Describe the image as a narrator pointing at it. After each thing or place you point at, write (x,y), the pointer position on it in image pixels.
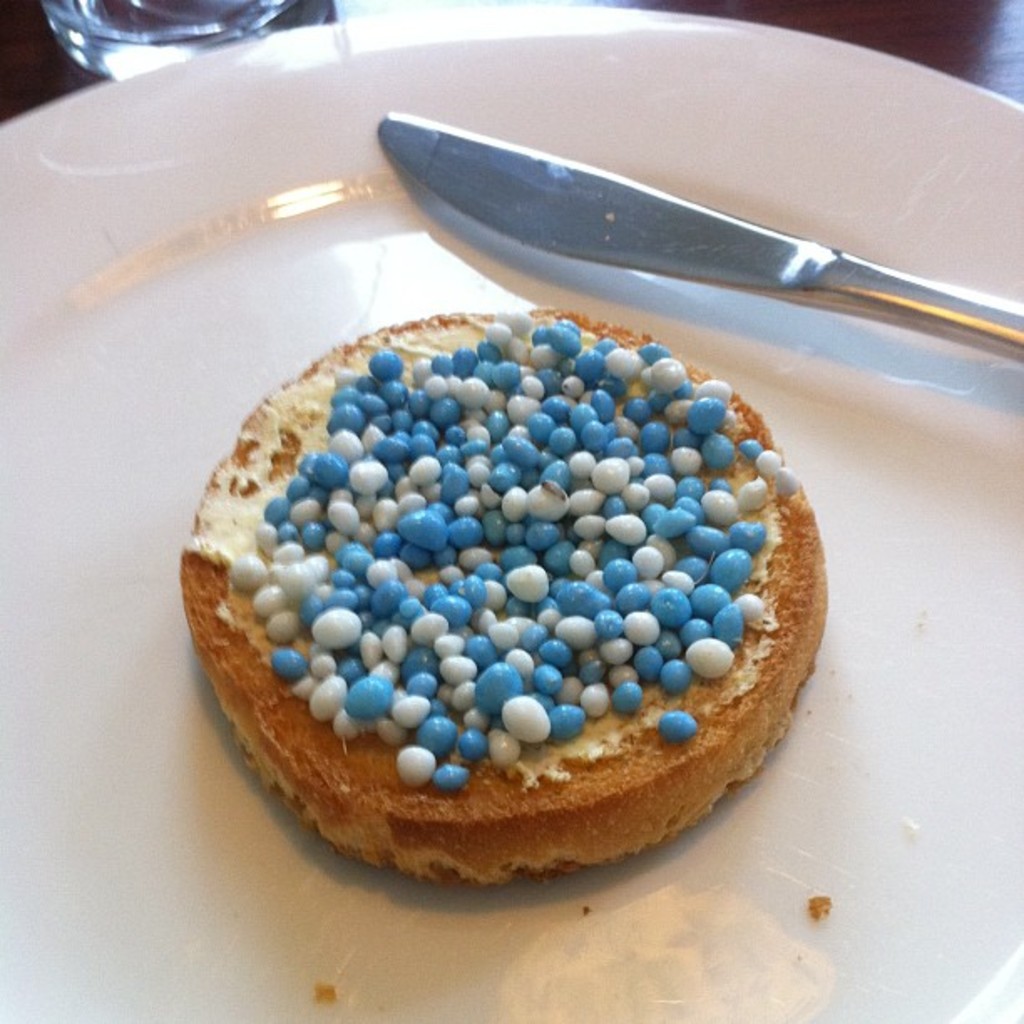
In the center of the image (466,369) we can see cake (450,442) and knife (582,216) in plate (689,122) placed on the table (866,28). At the top left corner (182,45) there is glass (182,45).
